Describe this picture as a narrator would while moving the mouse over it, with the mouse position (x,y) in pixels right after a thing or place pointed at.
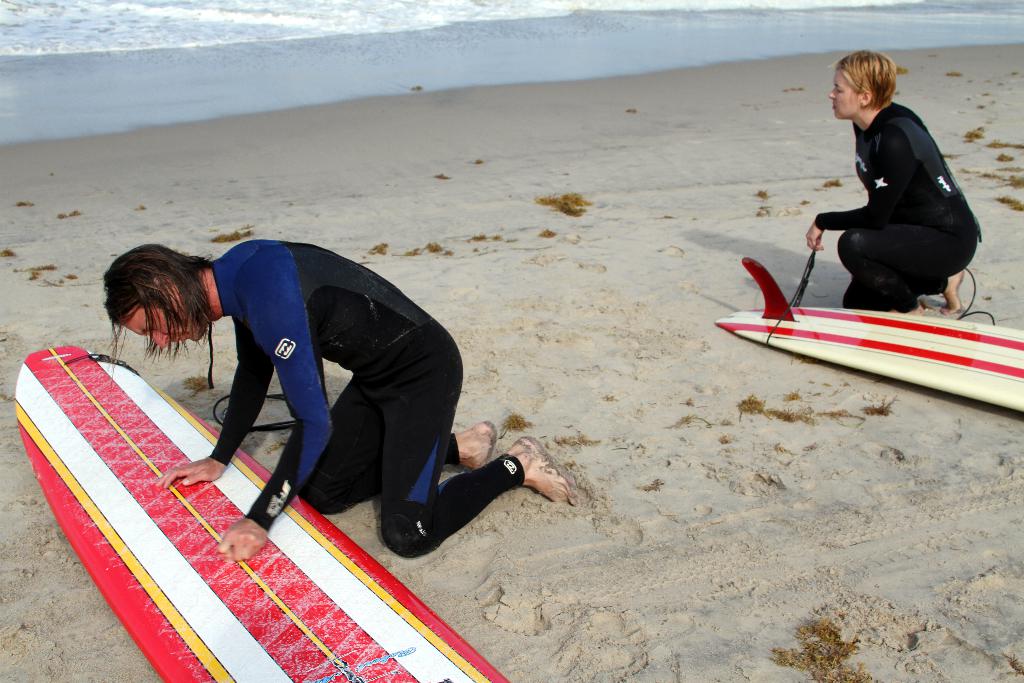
Here we can see two persons (842,104) on the sand (561,431) and there are surfboards (420,671). In the background (167,23) we can see water (405,32).
